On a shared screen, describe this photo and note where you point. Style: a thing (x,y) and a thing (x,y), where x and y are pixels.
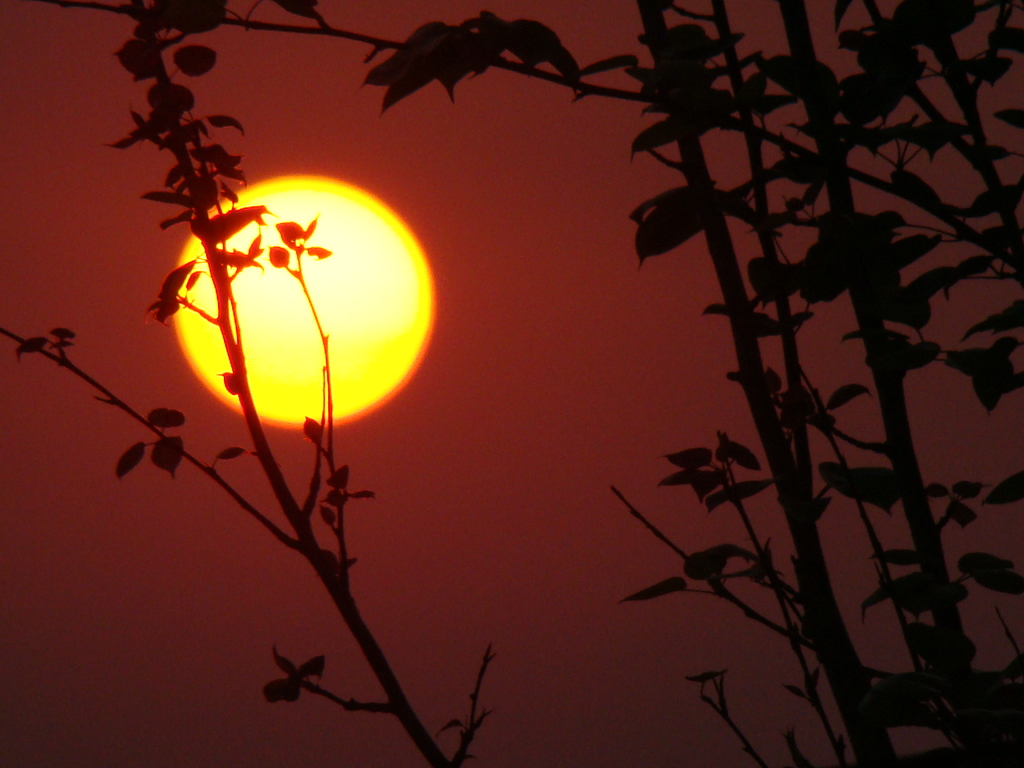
In this image, we can see stems (847,172) with leaves (897,254). Background (470,459) there is a sky (524,400) and sun (391,303).
